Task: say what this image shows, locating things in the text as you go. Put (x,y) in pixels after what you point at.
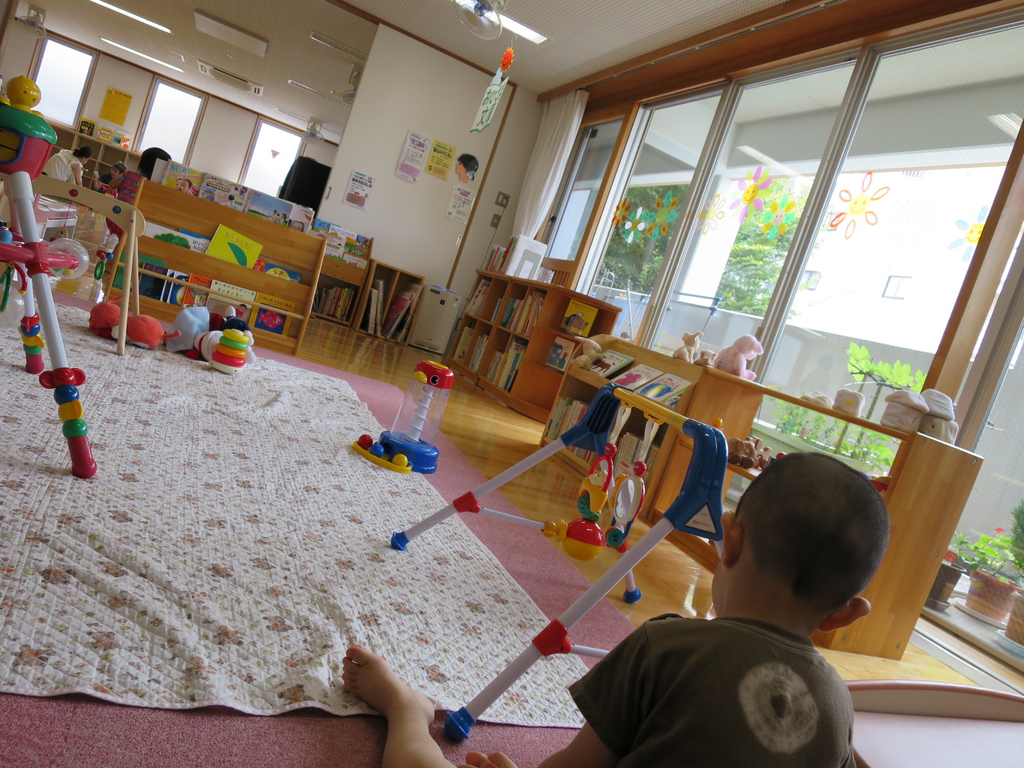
At the bottom of the image (824,525) a boy (804,500) is sitting on the floor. In front of him there are some toys (41,157), cloth (289,388) and tables (929,466), on the tables (260,224) there are some books (223,203) and toys (938,427). Behind the tables (100,143) there is wall (241,112), on the wall (241,112) there are some glass windows (151,125), curtains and posters (411,166). Behind the tables (391,272) two persons (86,149) are sitting. At the top of the image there is ceiling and lights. Through the glass windows (869,246) we can see some plants (1021,536), trees (753,305) and wall (994,456).
